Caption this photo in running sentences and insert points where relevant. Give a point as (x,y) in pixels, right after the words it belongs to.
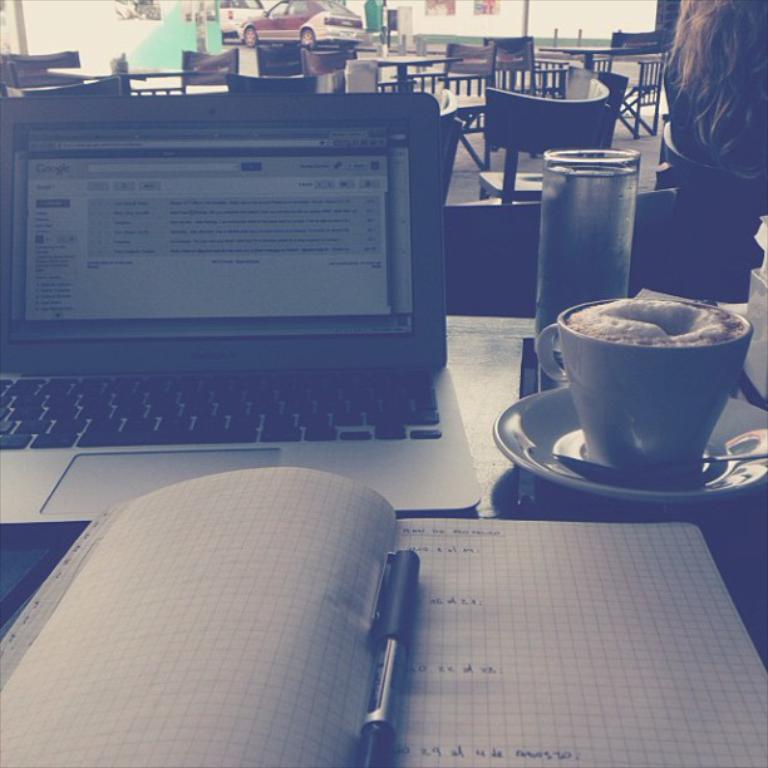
On the background (466,16) we can see building (448,16) and cars (227,17) in white and red colour. Here we can see chairs (497,52). On the table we can see laptop (174,336), book (221,592), pen (412,607), coffee (692,325) in a cup (654,388), spoon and a saucer (547,480). This is a glass (576,250).
